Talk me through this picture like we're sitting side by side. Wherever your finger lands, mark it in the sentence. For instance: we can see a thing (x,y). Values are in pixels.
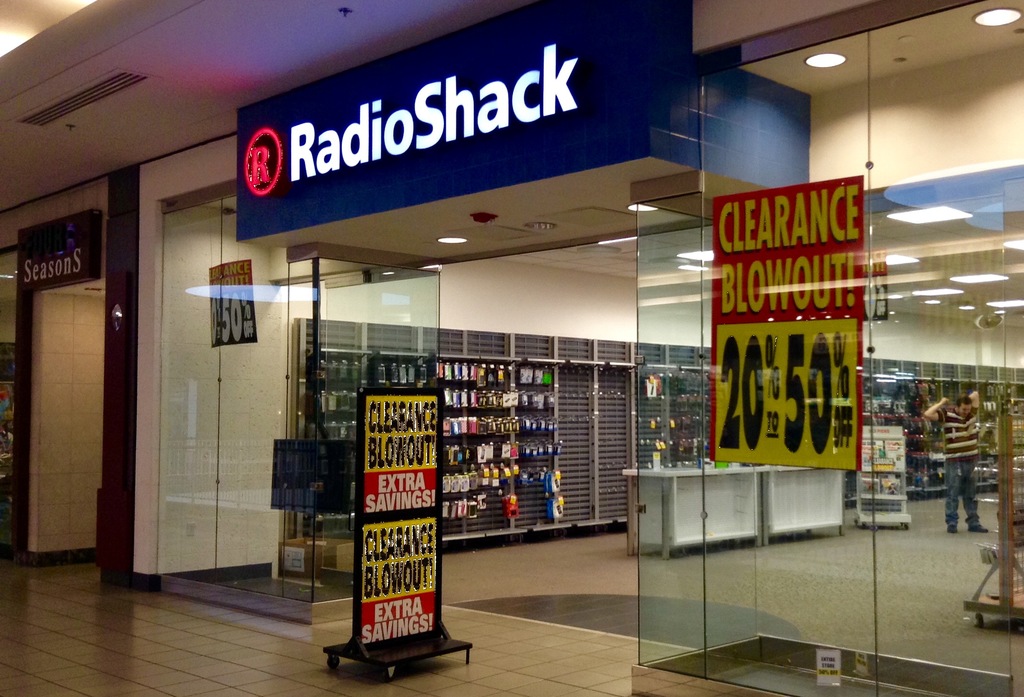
In the center of the image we can see the name board (408,156), sign board (403,472), door (670,380) are present. On the right side of the image (953,424) a person (967,418) is standing. On the left side of the image (119,80) we can see a air conditioner (101,95) is present. At the bottom of the image (189,652) floor (178,653) is there. At the top of the image (783,87) light (825,60), wall (876,98) are present. In the middle of the image (557,418) some objects (697,414) and a table (680,513) are present.
